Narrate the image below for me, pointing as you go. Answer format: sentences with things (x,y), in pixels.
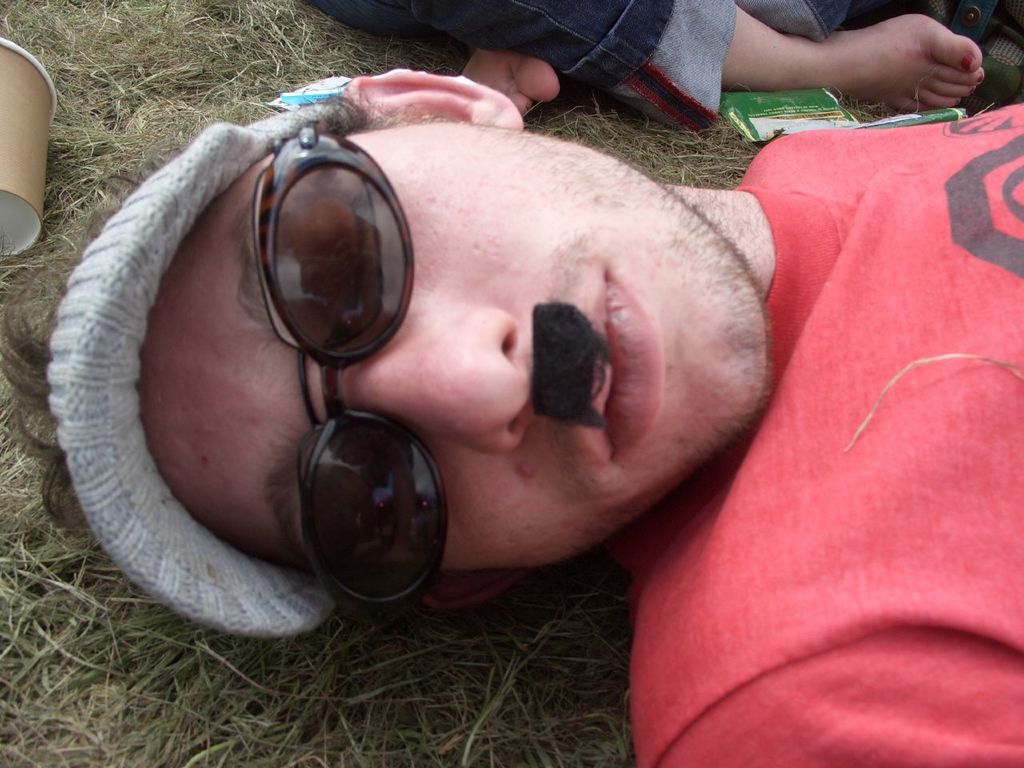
There is one man (695,364) lying on a grassy land (154,603) and wearing goggles (322,264) and a cap (111,316) in the middle of this image (365,293). There is a glass (40,143) on the left side of this image (30,135), and there is one person (584,59) sitting at the top of this image (728,52).
